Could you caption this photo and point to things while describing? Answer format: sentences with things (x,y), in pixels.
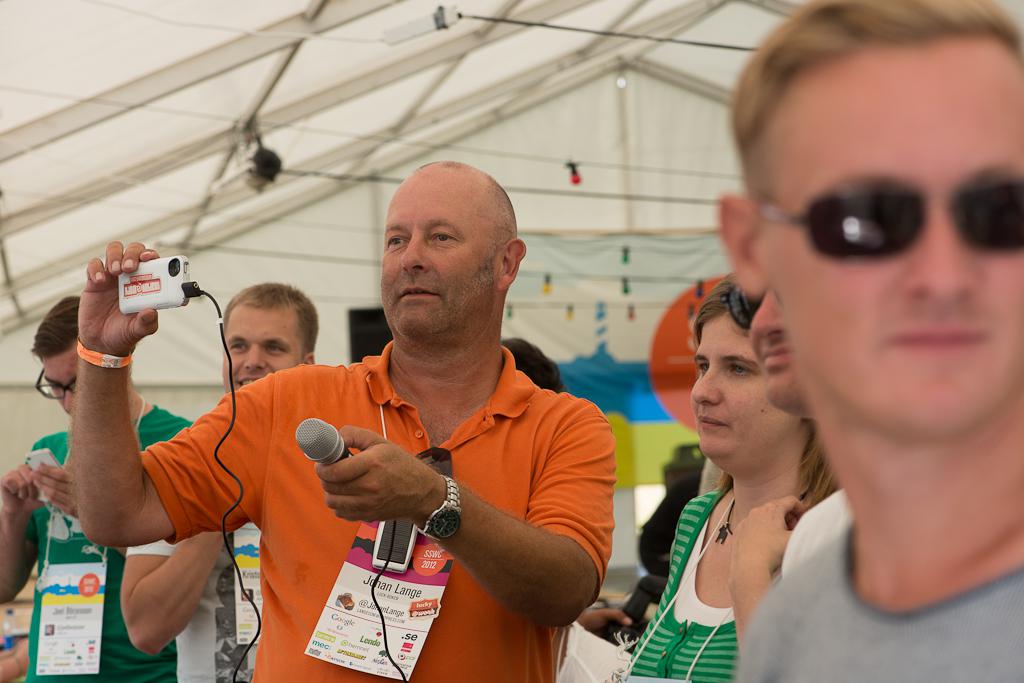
This image is clicked under the tent (538,199) where there are so many people (504,274) here. The one who is on the right side (903,509) is wearing glasses (847,203), the one who is in the middle (405,239) is wearing orange color t-shirt (582,479) and he is holding Mike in his hand (374,488), he has watch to his hand (407,512), there is a woman (709,445) in this image to the right side (696,537), the one who is on the left side (54,507) is wearing green color dress (69,538).
